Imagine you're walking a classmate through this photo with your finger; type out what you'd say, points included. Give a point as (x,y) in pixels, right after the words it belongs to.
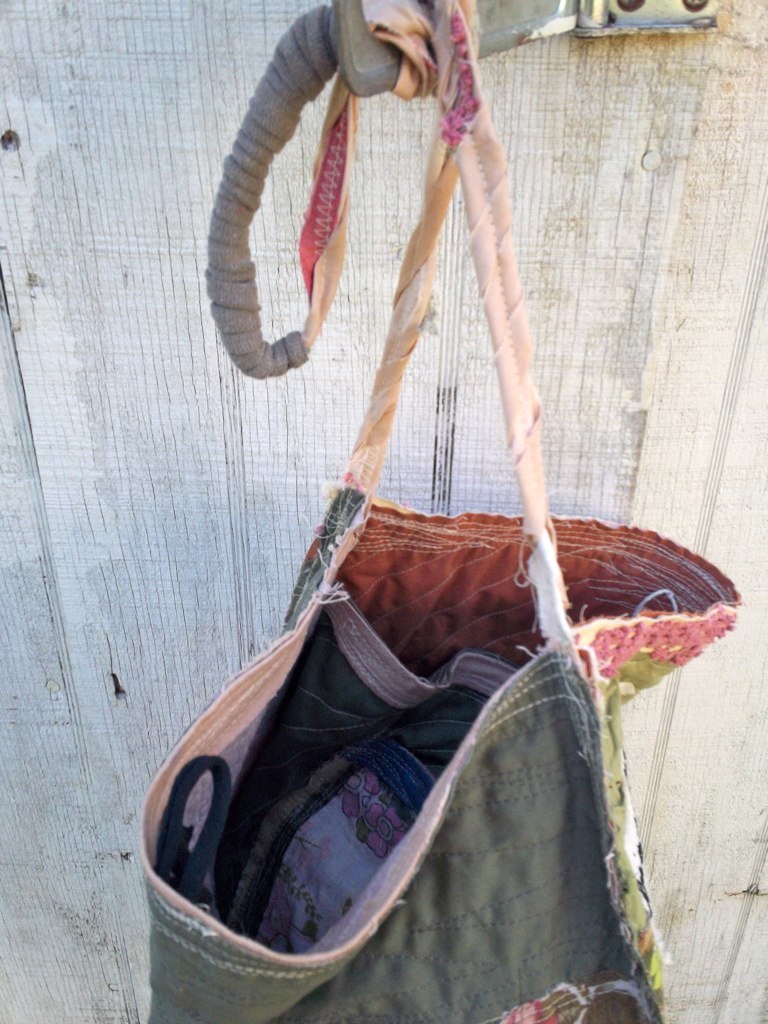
In this image, There is a bag (565,874) of gray color which is hanging on the clip (496,47) of white color, In the background (127,408) there is a wall (121,303) of white color.
